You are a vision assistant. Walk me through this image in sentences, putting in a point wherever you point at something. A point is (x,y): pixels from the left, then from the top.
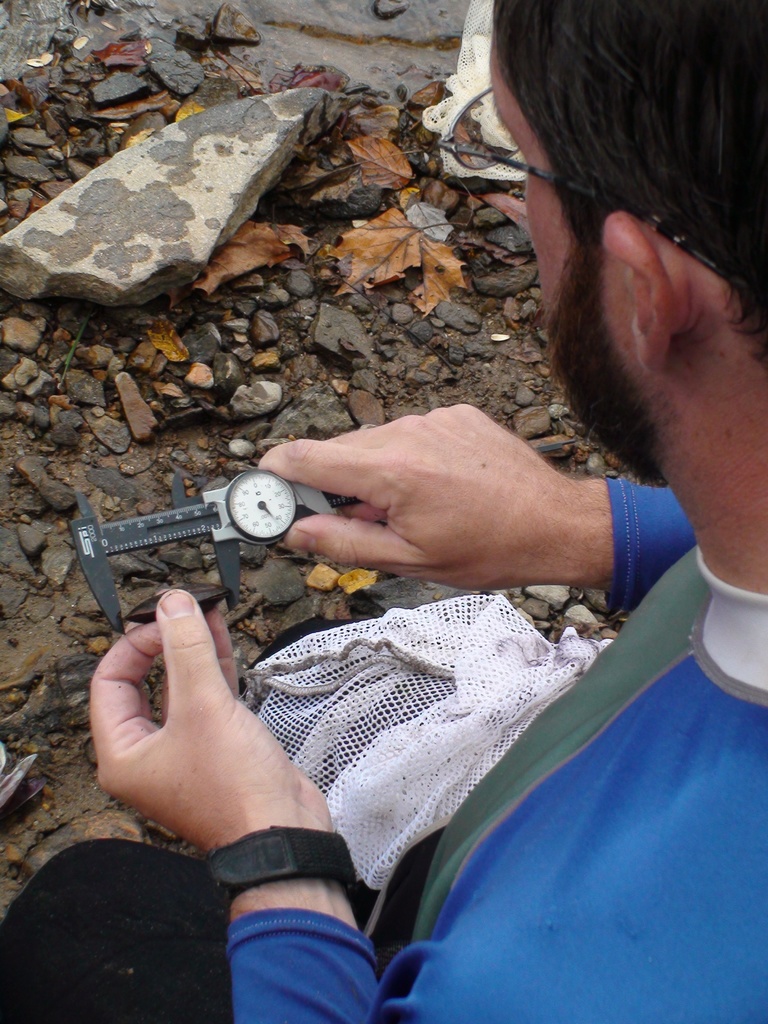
In this image we can see a person (673,753) wearing a blue dress (634,863) and spectacles (619,208) is holding a device (192,534) in his hand (363,521). In the background (169,551), we can see group of stones (260,327) and a bag (442,680).
